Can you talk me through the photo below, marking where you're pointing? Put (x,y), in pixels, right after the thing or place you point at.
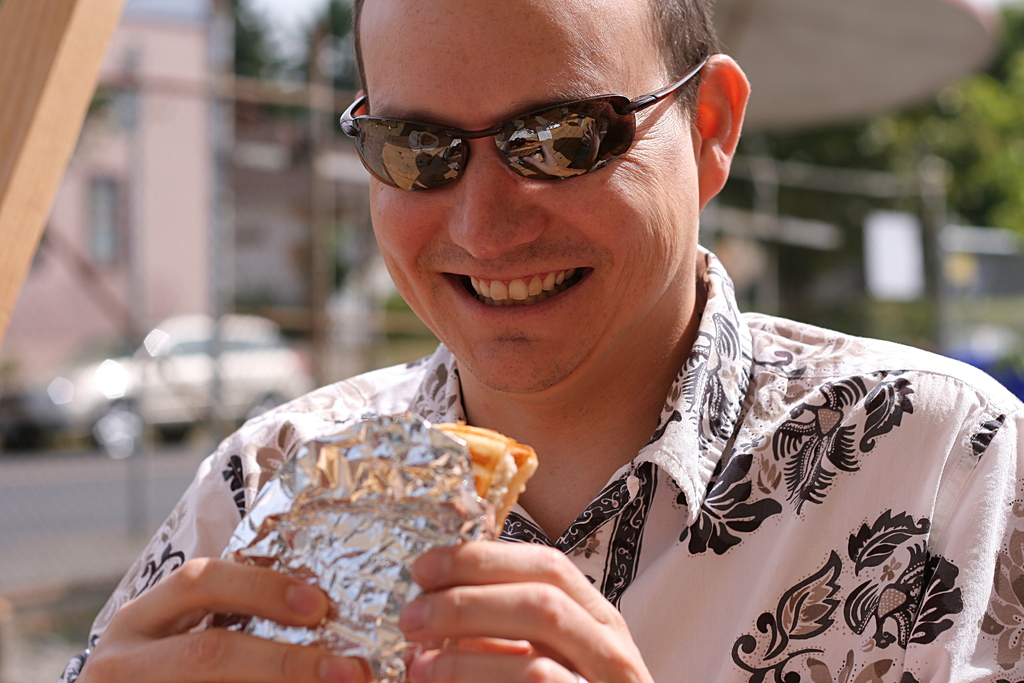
In this image we can see the person (519,192) standing and holding food item (392,520). And there is the blur background (985,127).
